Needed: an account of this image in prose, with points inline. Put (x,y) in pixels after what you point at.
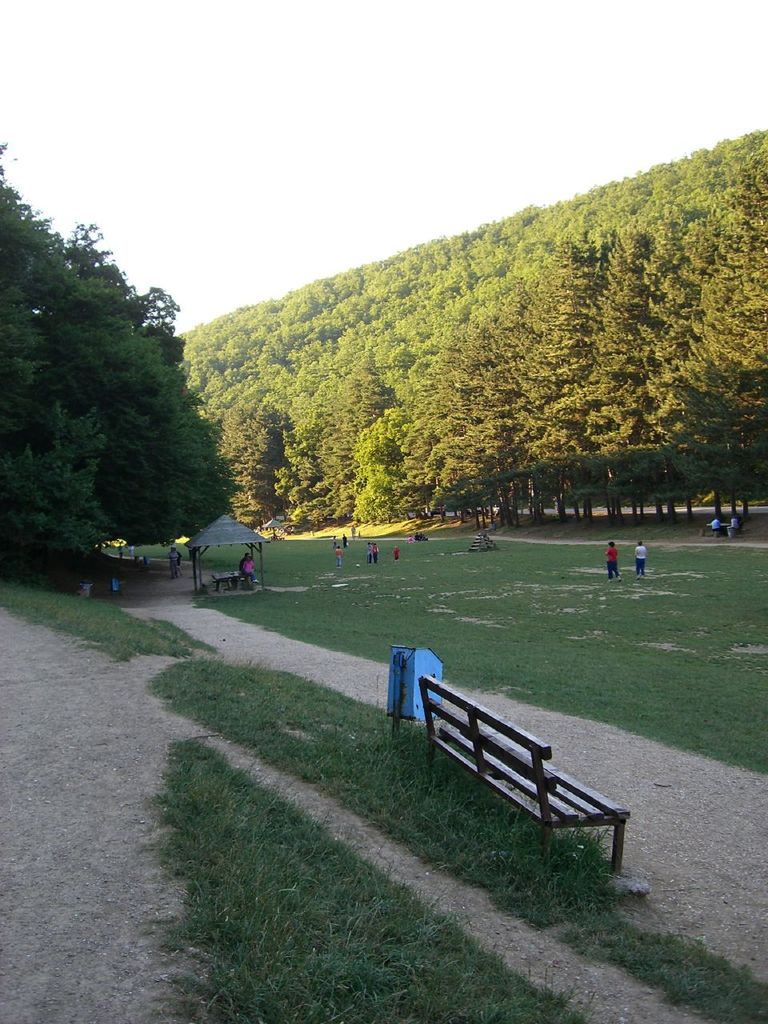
At the bottom of the picture (236,920), we see grass (353,874), bench (547,777) and a blue color box (426,655). In the middle of the picture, we see many children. On the left side (217,507), we see a tree (107,521) and beside that, we see people (249,566) are standing under the tent (236,525) or a hut (208,535). There are trees (345,421) in the background (371,317). At the top of the picture (267,195), we see the sky (276,201).
